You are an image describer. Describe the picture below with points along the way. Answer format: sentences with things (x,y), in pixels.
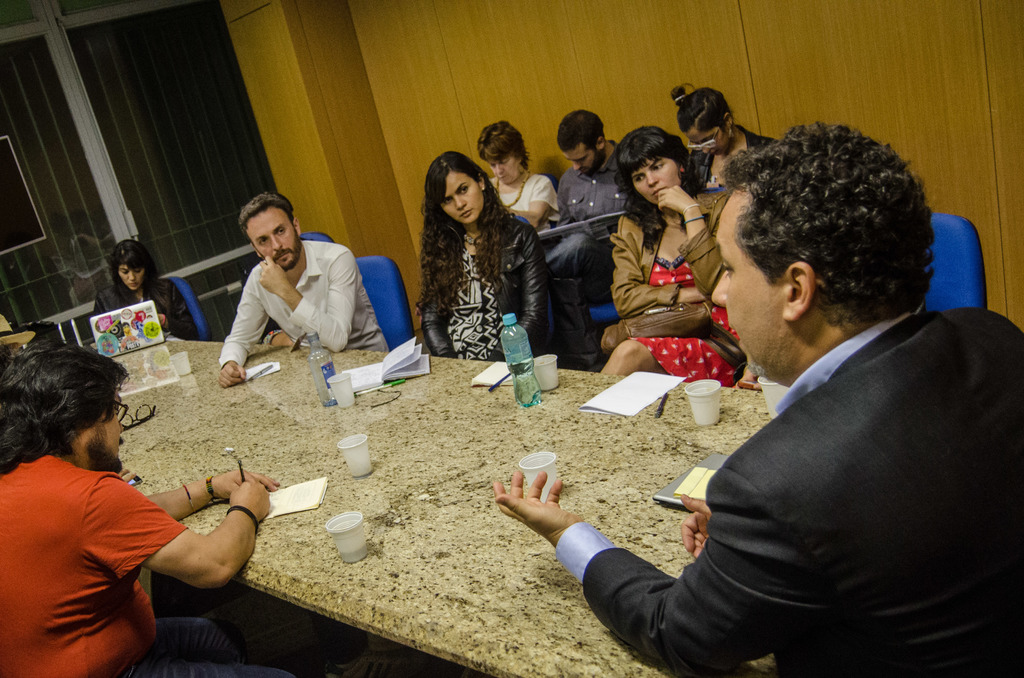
There are many people (103,558) sitting around the table (418,475) in their chairs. On the table (332,416) there are some glasses (342,384), Water bottles (333,399), papers (614,394), pens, etc. There are some people (569,172) in the background (703,143) sitting in the chairs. We can observe a wall (400,56) here.
